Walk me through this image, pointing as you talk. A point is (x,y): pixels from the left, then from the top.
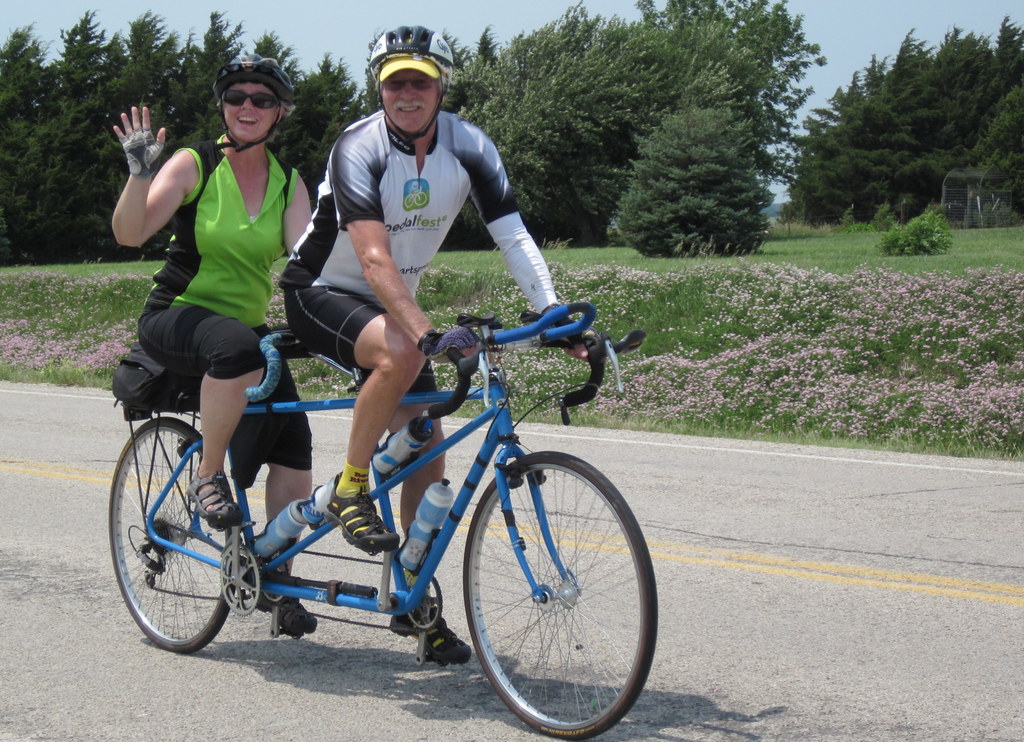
in this image two persons (258,289) are riding a bicycle (434,552). They are wearing helmet (275,72). In the background (653,299) there are trees (596,132) ground (731,315), flower (725,286). The sky (302,7) is clear.
